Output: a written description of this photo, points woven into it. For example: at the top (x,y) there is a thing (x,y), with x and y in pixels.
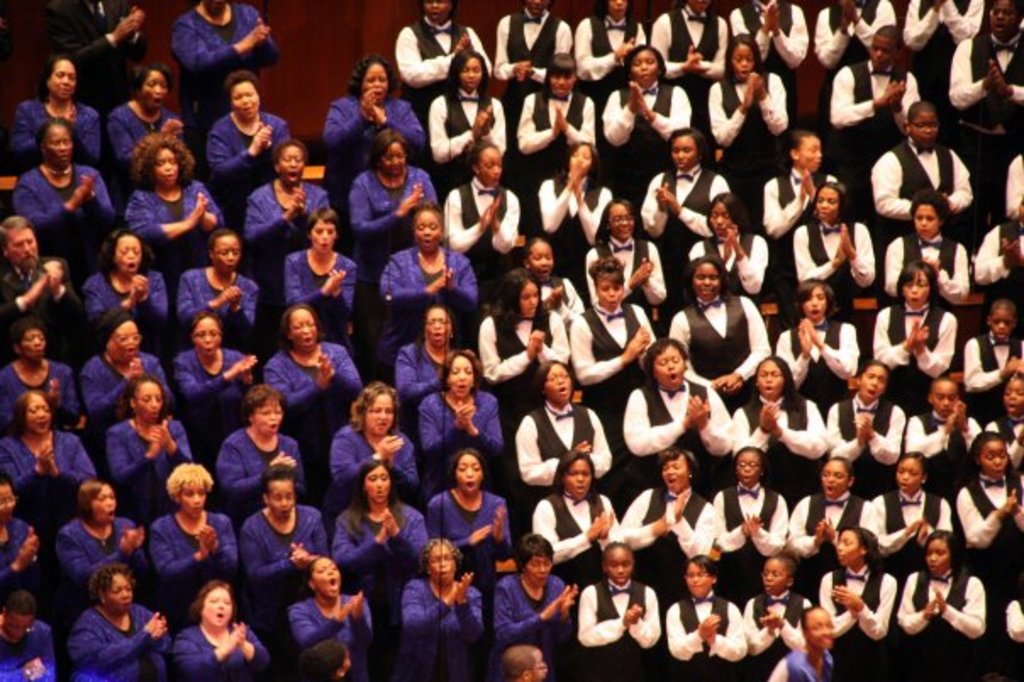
In the foreground of this image (378,493), there is the crowd (300,273) clapping, half side women (294,320) are wearing purple color dresses (317,613) and other half side (750,181) wearing black and white dresses (740,546).
